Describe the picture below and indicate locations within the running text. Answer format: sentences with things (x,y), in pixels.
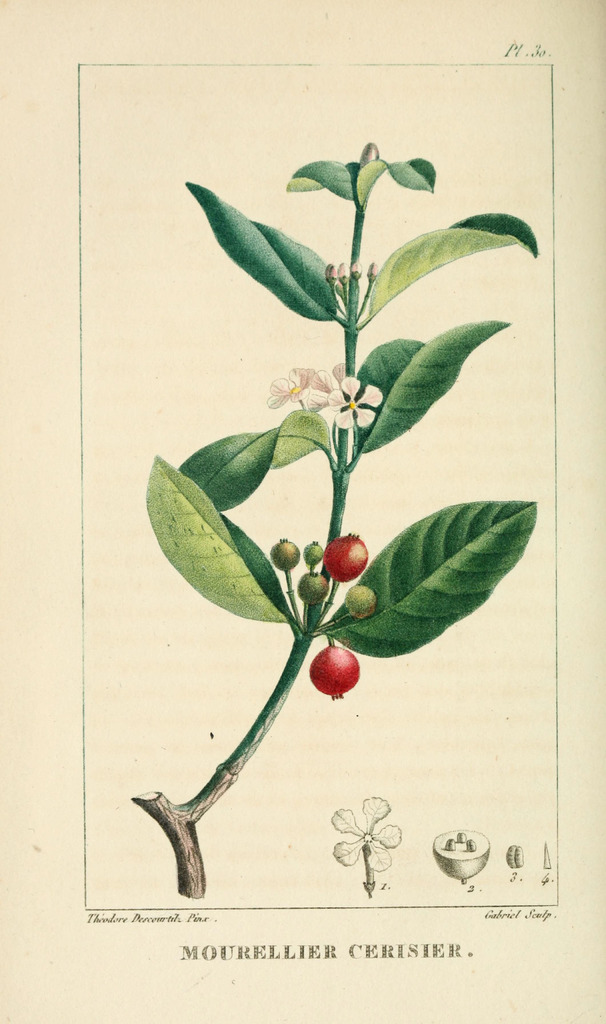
In this picture we can see a poster (195,912), here we can see a plant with flowers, fruits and some text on it.
